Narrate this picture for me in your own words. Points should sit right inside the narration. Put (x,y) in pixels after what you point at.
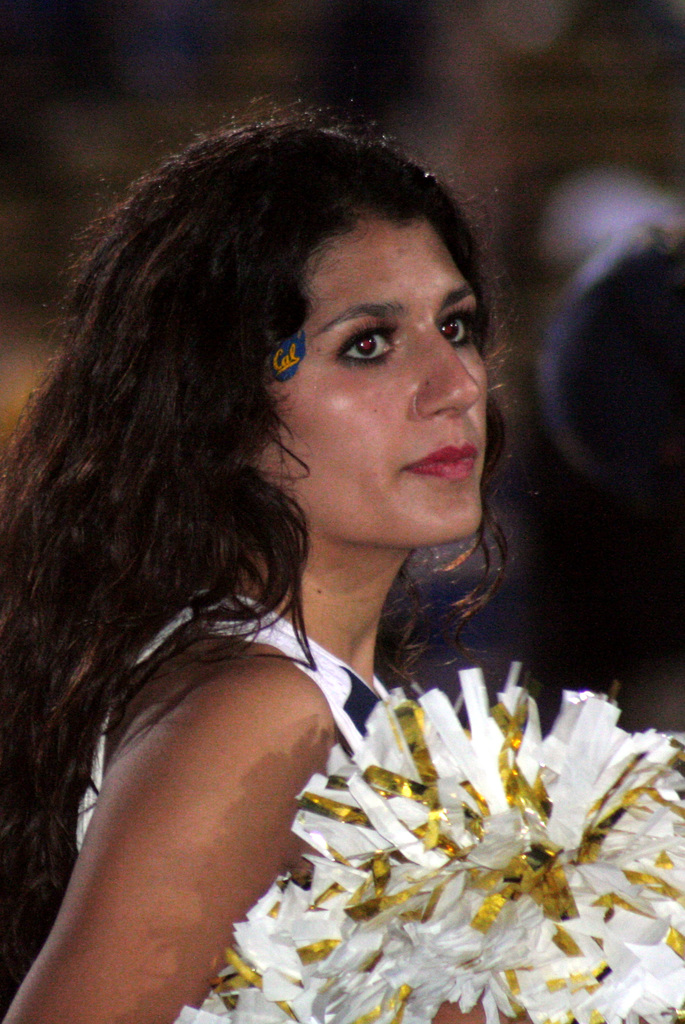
This is the woman (248,712) standing. I think she is holding a cheerleader pom poms (476,804). The background (32,77) looks blurry.
